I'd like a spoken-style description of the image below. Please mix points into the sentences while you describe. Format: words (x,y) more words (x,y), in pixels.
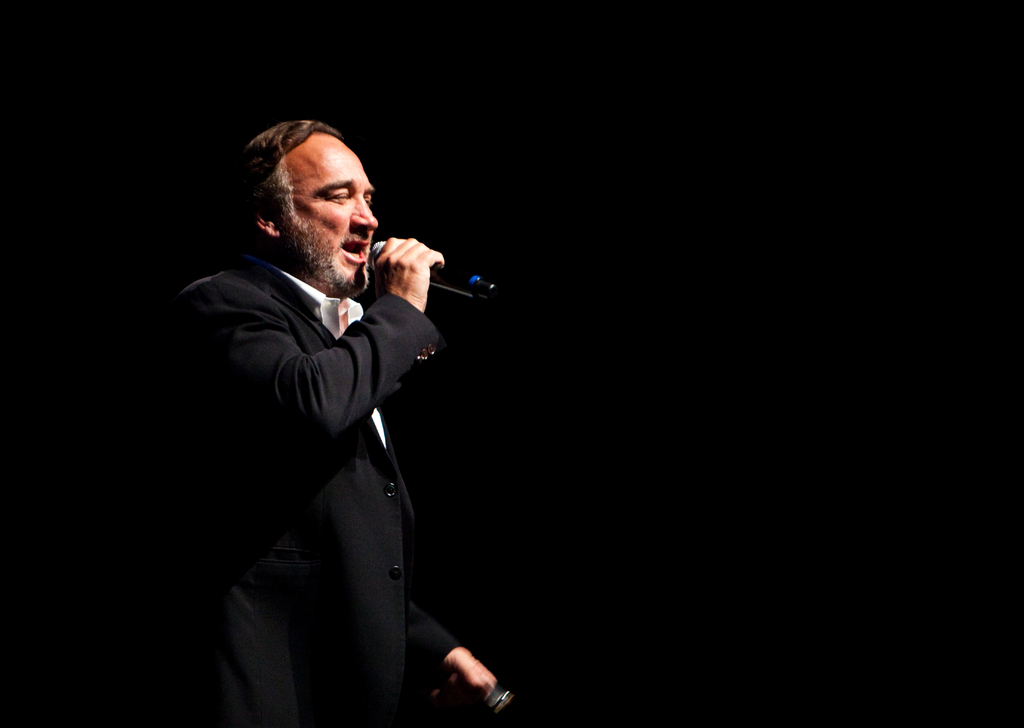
On the left of the image (331,291) a man (400,319) is standing and holding a microphone (377,253) and speaking.
